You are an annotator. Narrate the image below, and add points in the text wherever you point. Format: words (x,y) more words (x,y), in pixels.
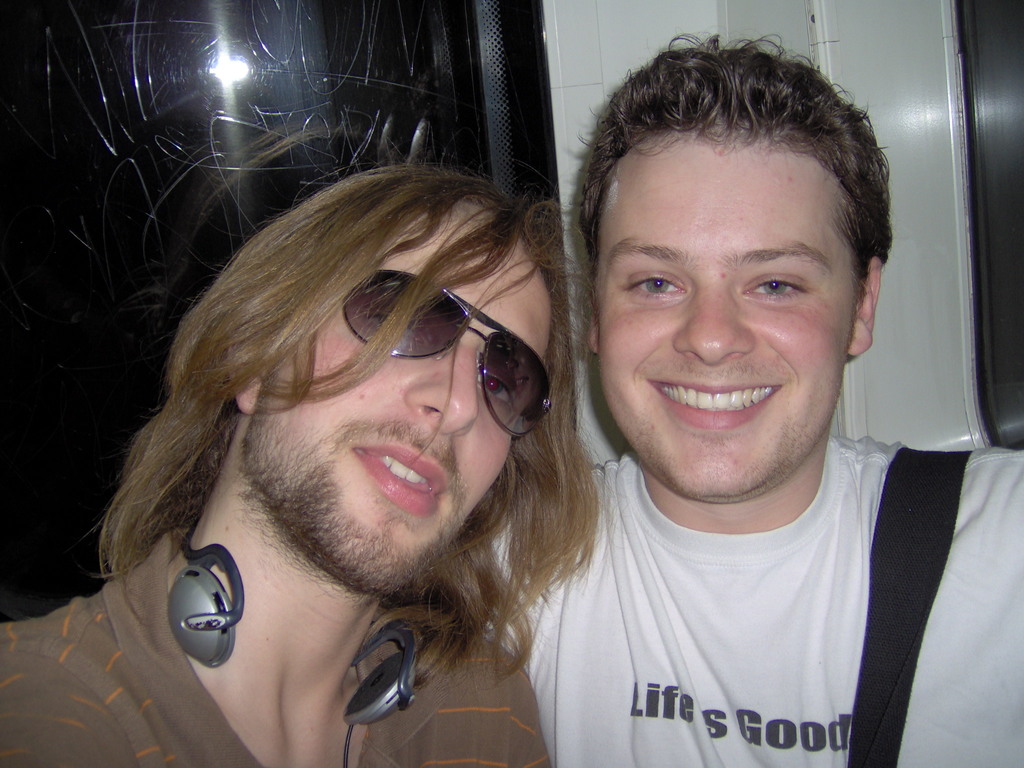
In this picture there is a man (386,444) who is wearing goggles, headphones (385,711) and shirt (134,681). Beside him there is a man (712,406) who is wearing t-shirt (695,715) and bag (898,536). Both of them are smiling. Behind them I can see the doors (970,64).
